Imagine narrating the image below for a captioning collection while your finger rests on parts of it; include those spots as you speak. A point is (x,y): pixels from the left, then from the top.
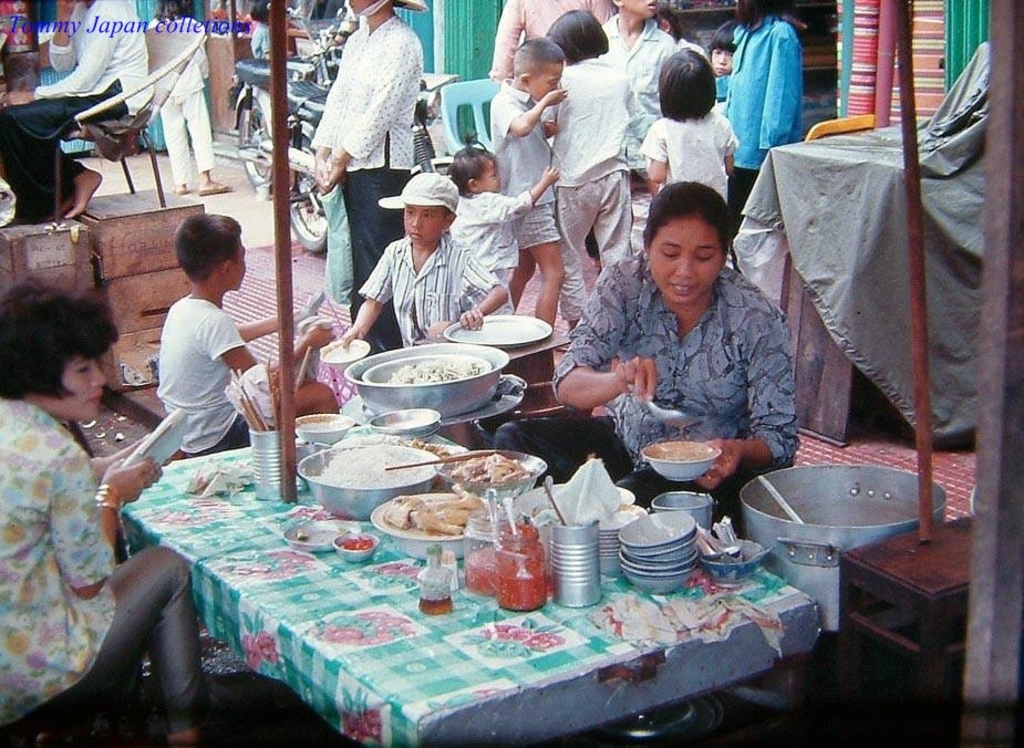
In the image there are two women (681,399) sitting opposite side of table (280,582) with food (410,497), bowls (326,430), vessels (563,585) and glasses (588,584) on it, in the back (405,175) there are many kids (686,77) and people (352,145) standing on the footpath (591,279) in front of stores (735,1).
